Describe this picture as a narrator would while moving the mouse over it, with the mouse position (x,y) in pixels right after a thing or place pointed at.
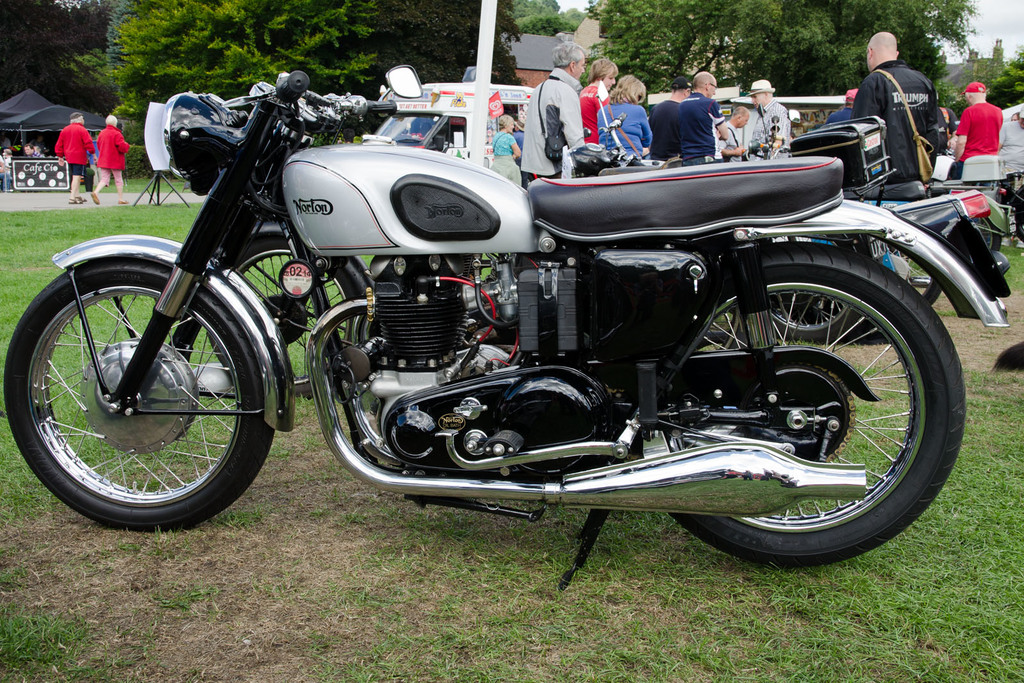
In the image there are few bikes (389,290) on the grassland (257,567) and behind there are many people (756,123) standing and there is a tent (53,132) on the left side (12,116) and few vehicles (451,100) in the background (521,102), behind it there are trees (784,31).
